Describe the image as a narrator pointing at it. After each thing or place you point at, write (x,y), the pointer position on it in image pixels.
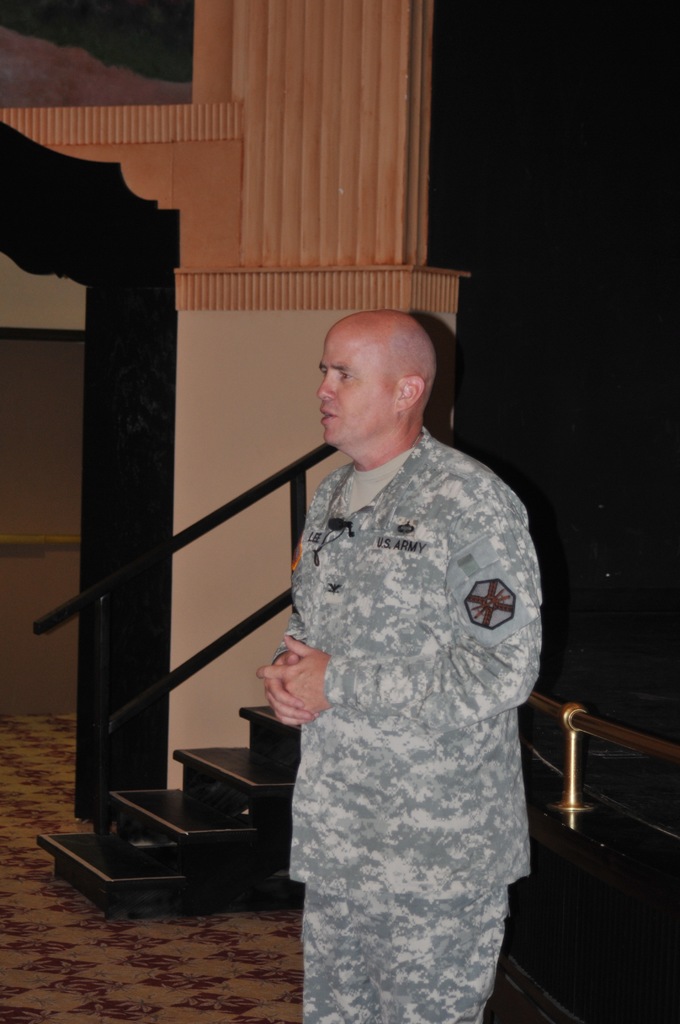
In the middle of the image (347,558) we can see a man (349,548), he is standing, behind him we can find few metal rods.
